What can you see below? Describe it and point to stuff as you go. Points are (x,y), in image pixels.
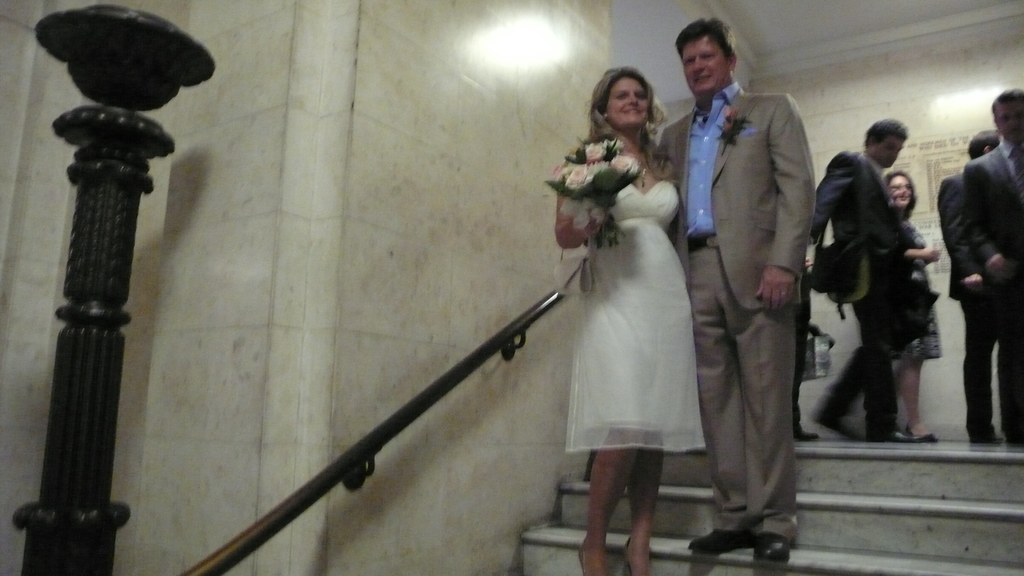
In this image in the front (644,241) there are persons (673,316) standing and smiling. On the left side (88,367) there is a pole (125,312). In the background (835,224) there are persons (881,233) walking and standing. On the left side (331,242) there is a woman (644,262) standing and holding a flower bouquet (613,194) in her hand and smiling and there is a wall (419,238) and a railing (413,403).
